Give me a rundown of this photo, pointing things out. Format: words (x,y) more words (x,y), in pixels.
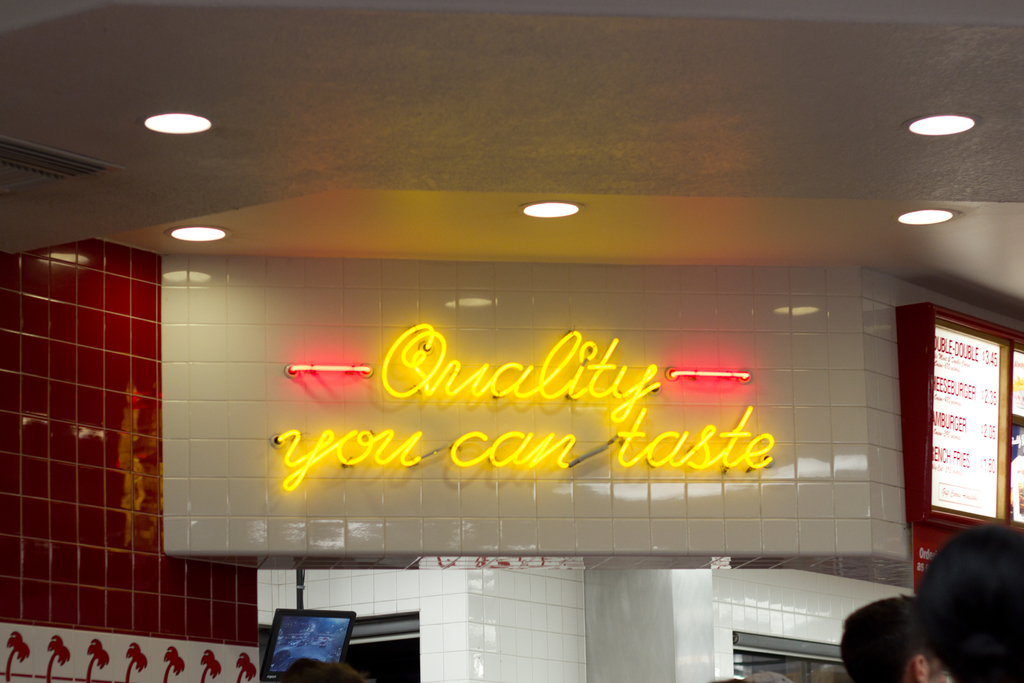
In the middle of the picture (642,395), we see a hoarding board (500,435) with some text (706,444) written on it. Behind that, we see a wall (557,609) in white color. Beside that, there is a wall (104,385) in red color. Beside that, we see a monitor screen (336,647). In the right bottom of the picture (902,610), we see the heads (962,625) of two men (982,613). On the right side (941,354), we see a white board (972,435) with some text (953,430) written. At the top of the picture (493,93), we see the ceiling (636,220) of the room (537,189).
